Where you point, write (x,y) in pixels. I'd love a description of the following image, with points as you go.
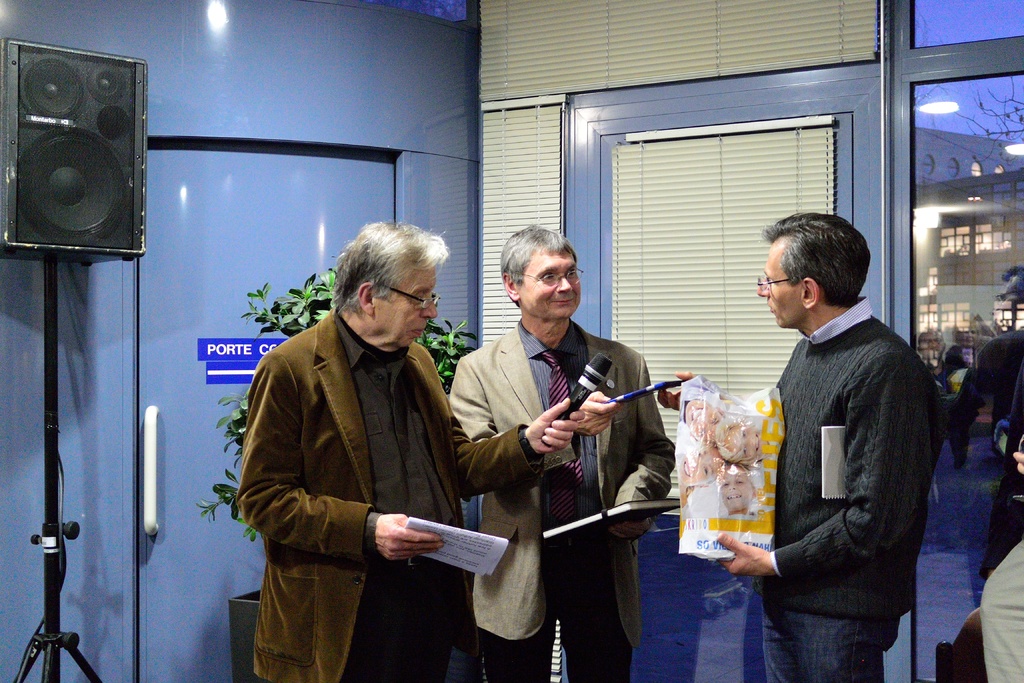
In front of the picture, we see three men (370,570) are standing. The man (842,382) in the black jacket (793,479) is holding something (731,533) in his hand (760,549). Beside him, the man (500,398) in the blazer (611,503) is presenting blue color thing (627,395) to him. The man (384,326) in brown blazer (352,453) is holding papers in one of his hands (420,539) and in the other hand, he is holding a microphone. Behind them, we see a wall (294,131) which is in blue color. We even see a flower pot (228,500). On the right side (940,197), we see a glass door (943,243) in which we can see buildings (958,209) and trees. On the left side (120,111), we see a speaker box (88,71).
